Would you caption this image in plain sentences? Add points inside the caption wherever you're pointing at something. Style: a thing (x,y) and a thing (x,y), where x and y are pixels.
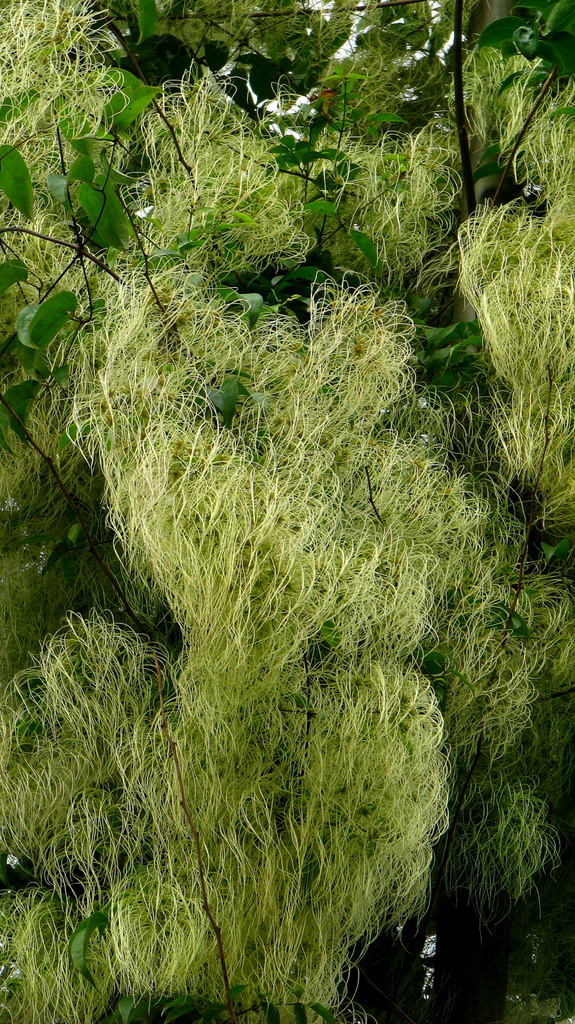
This image consists of trees (80,250). It has leaves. It is in green color.
